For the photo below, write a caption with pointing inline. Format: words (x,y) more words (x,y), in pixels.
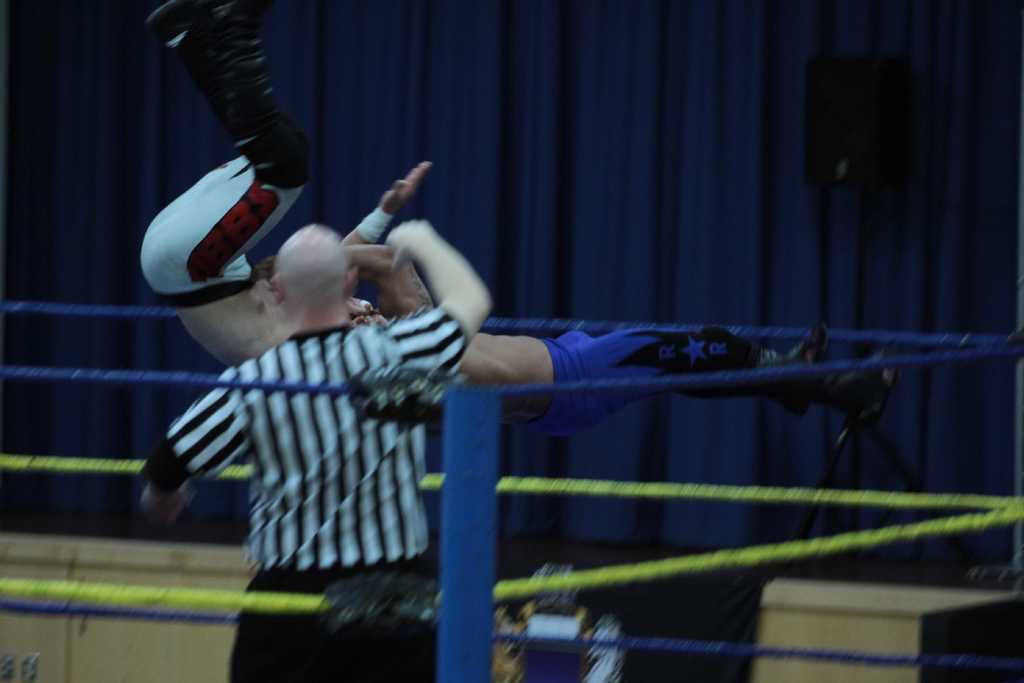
In this image there are three persons (353,416), in which two persons (257,86) are jumping above the boxing ring (551,385), and in the background (760,215) there is a speaker (827,106), pole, curtains (733,309).
